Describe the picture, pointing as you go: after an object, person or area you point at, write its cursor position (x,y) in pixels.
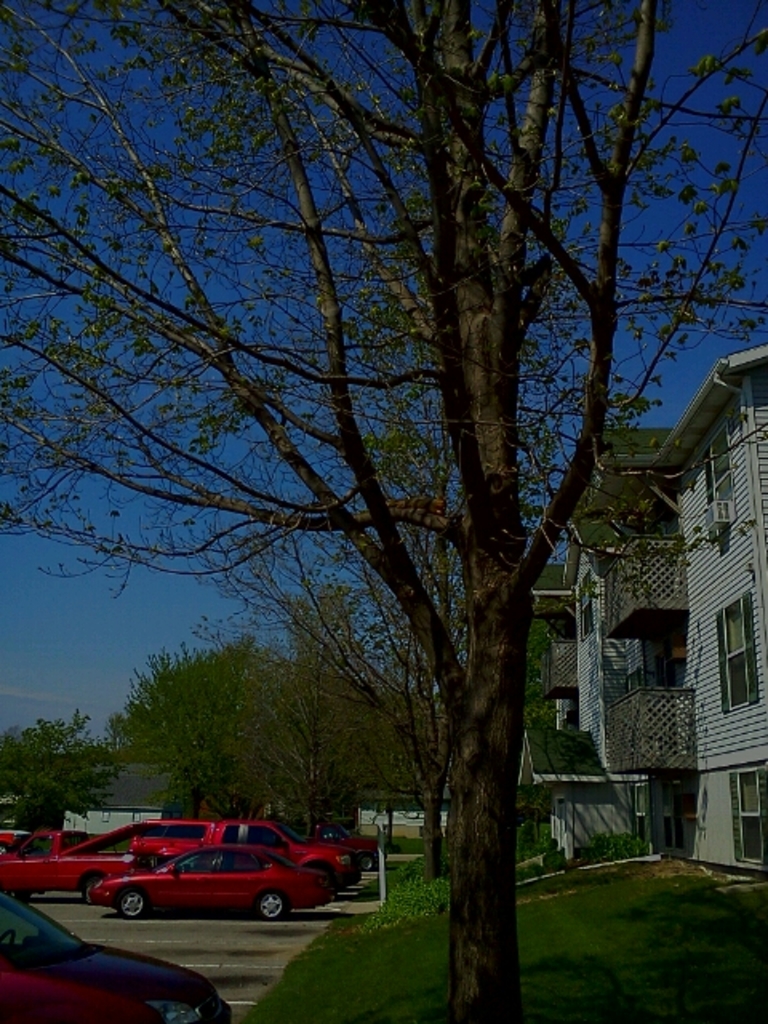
In this image I can see a tree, in front of the tree (597,463) I can see a road (239,950), on the road (205,930) I can see red color vehicles (228,899), at the top (547,168) I can see the sky (20,369) and on the right side (692,529) I can see the building (731,560).
